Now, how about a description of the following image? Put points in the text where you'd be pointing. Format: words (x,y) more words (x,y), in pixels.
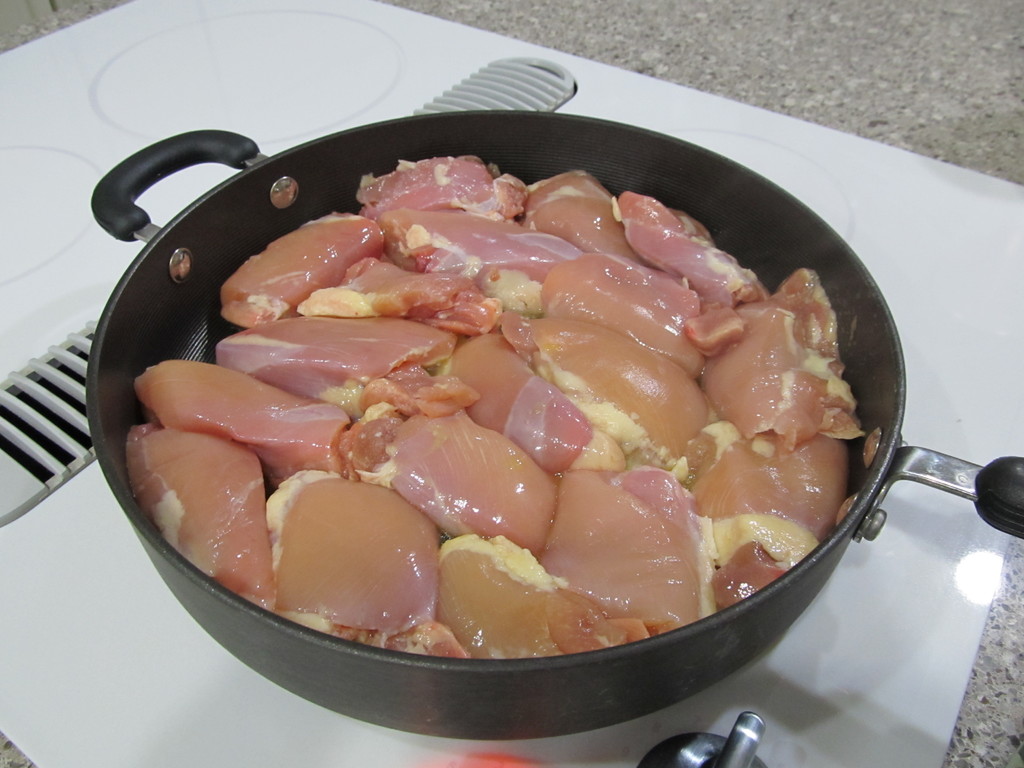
In this image we can see raw meat (514,459) in the vessel (766,237) and is placed on the stove (952,666).
